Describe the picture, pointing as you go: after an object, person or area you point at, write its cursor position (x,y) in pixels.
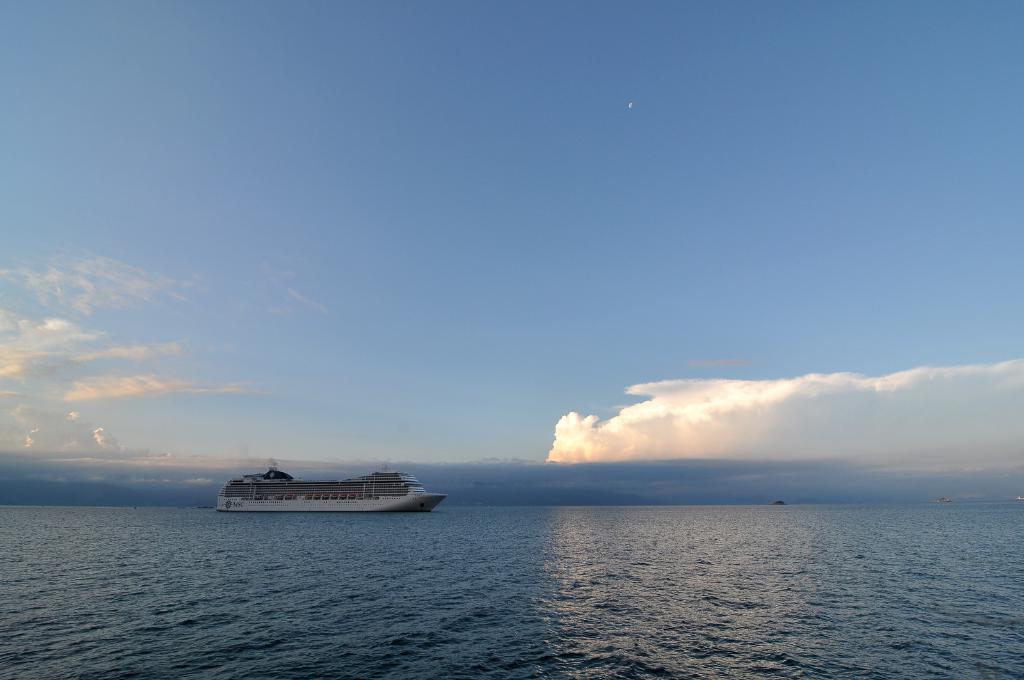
In this picture, we can see a ship (307,502) on the water (361,518) and behind the ship (354,500) there is a sky (502,321).
